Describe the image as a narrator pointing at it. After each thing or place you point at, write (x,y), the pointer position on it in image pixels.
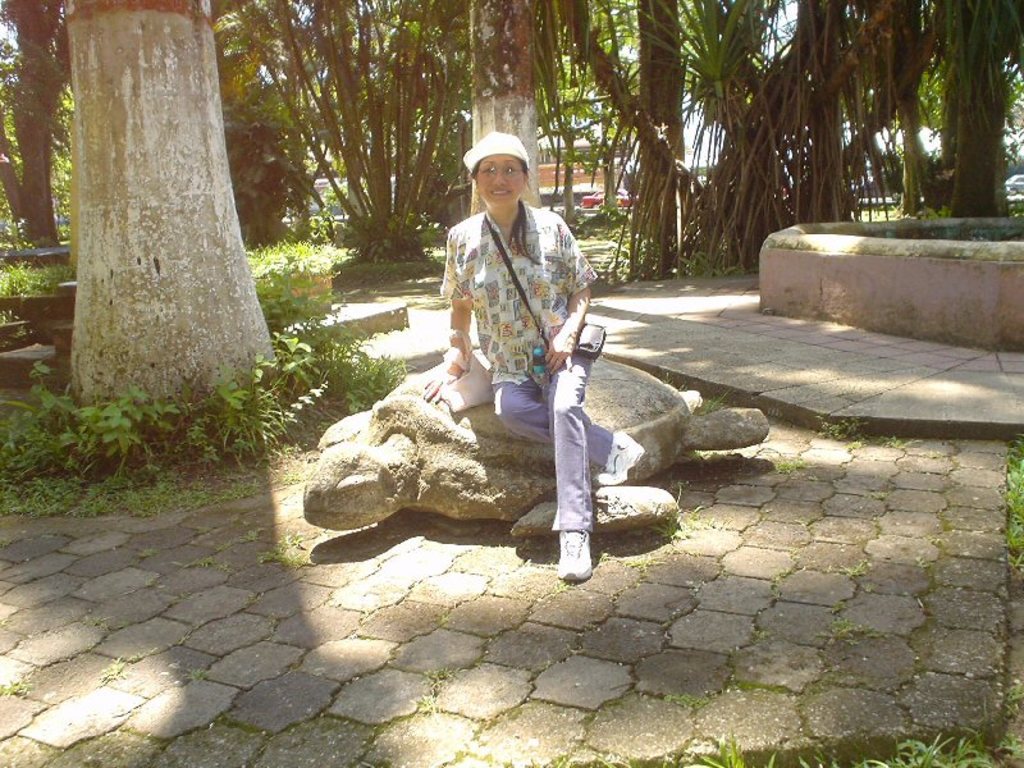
A woman (572,493) is sitting on the statue of a turtle (518,463), she wore shirt (503,307), trouser (566,473), shoes (575,563) and a cap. Behind her there are trees (543,108) in this image.
